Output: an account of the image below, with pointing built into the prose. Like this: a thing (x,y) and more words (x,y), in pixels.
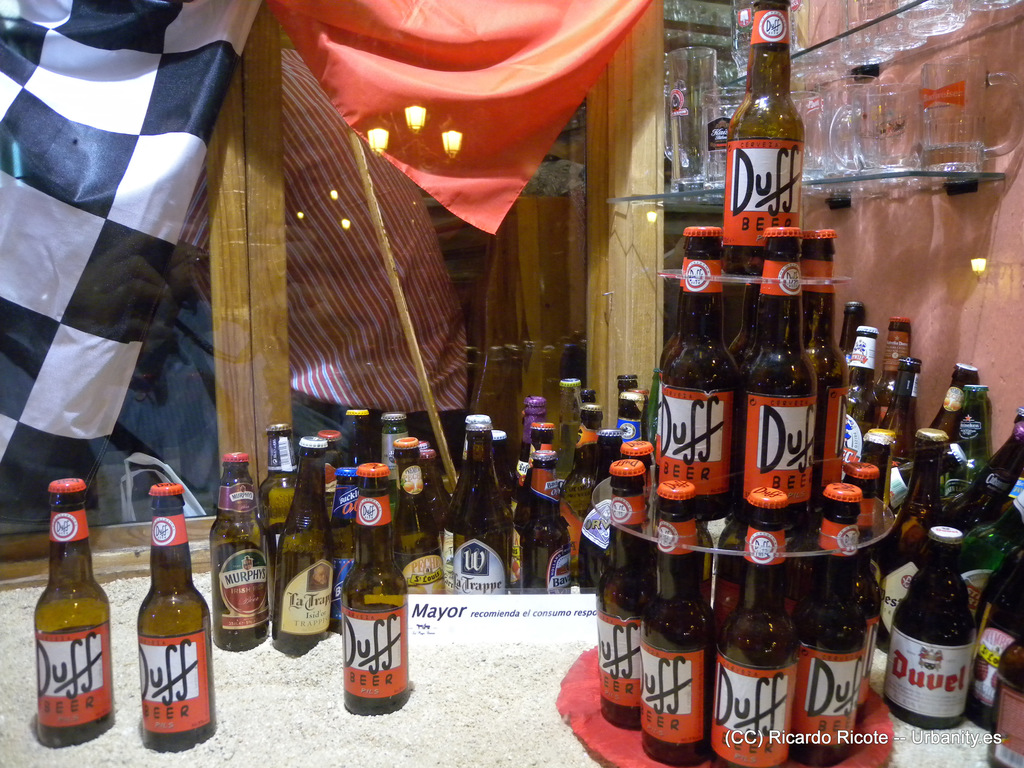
In this image there are many bottles (555,541) on the right (856,124) there are many glasses (856,124) in the back ground (211,383) there is window (200,376), light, person (368,294) and cloth (474,54).
